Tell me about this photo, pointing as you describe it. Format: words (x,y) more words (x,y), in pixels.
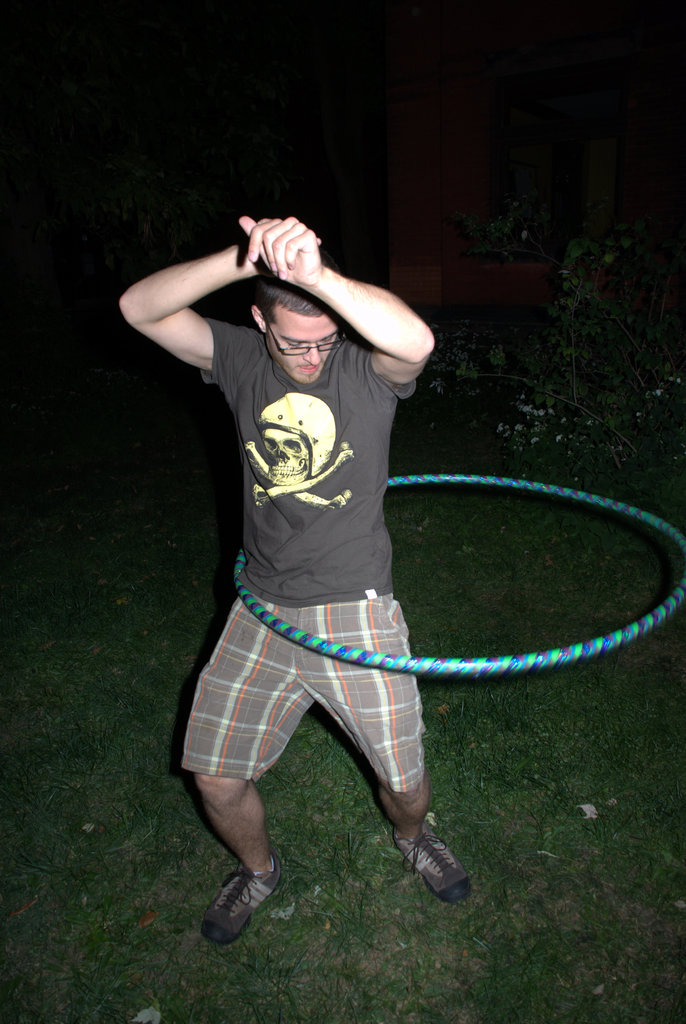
In this image there is a man (368,684) standing on the ground (365,890). There is a hula hoop (271,614) around his waist (348,641). There is grass (300,860) on the ground (471,790). Behind him it is dark.
